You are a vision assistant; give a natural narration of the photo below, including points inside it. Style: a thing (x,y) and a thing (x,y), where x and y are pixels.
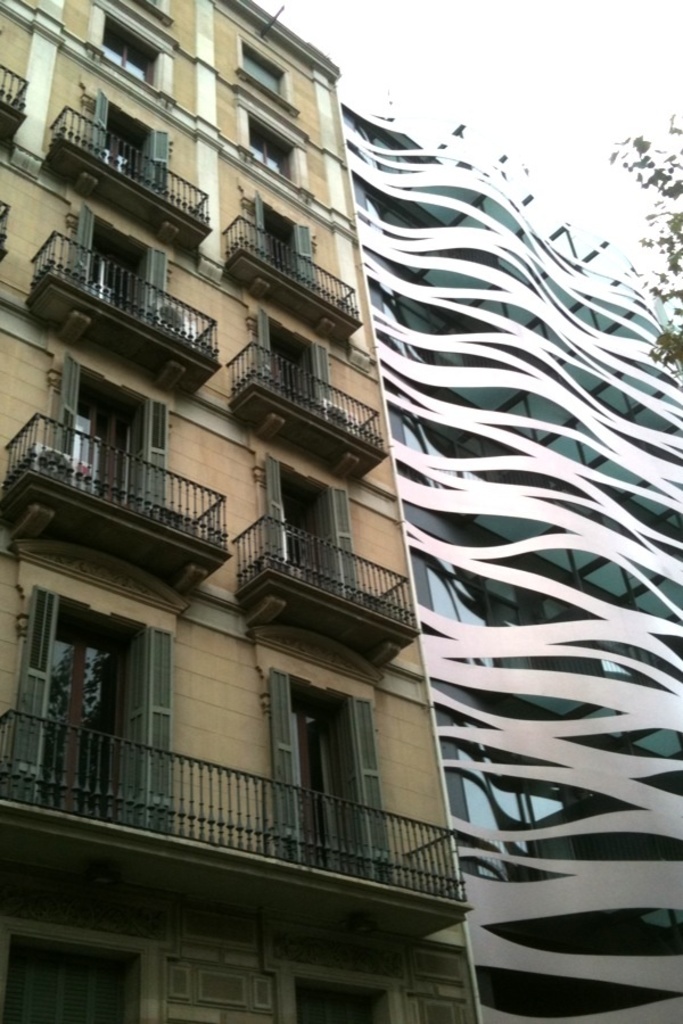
These are buildings (564,582) with windows (519,805) and fences (324,576).
